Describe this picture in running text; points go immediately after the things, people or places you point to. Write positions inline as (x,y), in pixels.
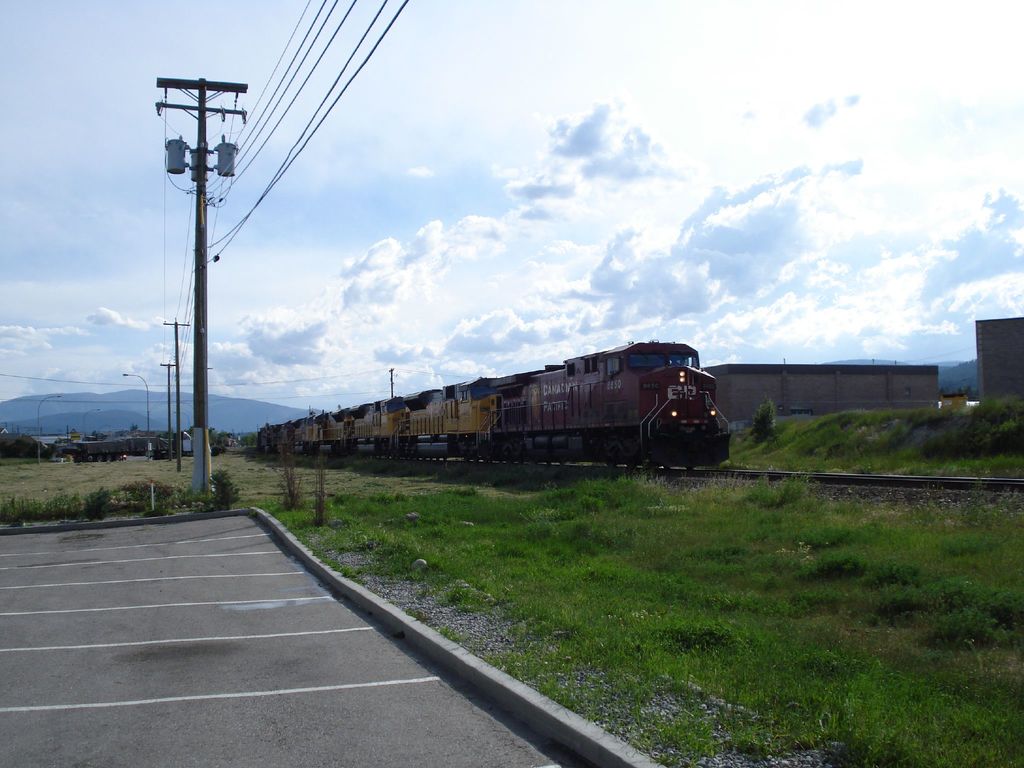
In this image there is a train (635,451) on the railway track (894,473). At the bottom of the image (794,558) there is grass (825,626) on the surface (787,655). On the left side of the image (75,727) there is a pavement (213,604). There are electrical poles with cables (351,8). There are light poles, trees (231,488), buildings (907,384), mountains (215,409). At the top of the image (630,142) there are clouds (652,147) in the sky (683,160).
